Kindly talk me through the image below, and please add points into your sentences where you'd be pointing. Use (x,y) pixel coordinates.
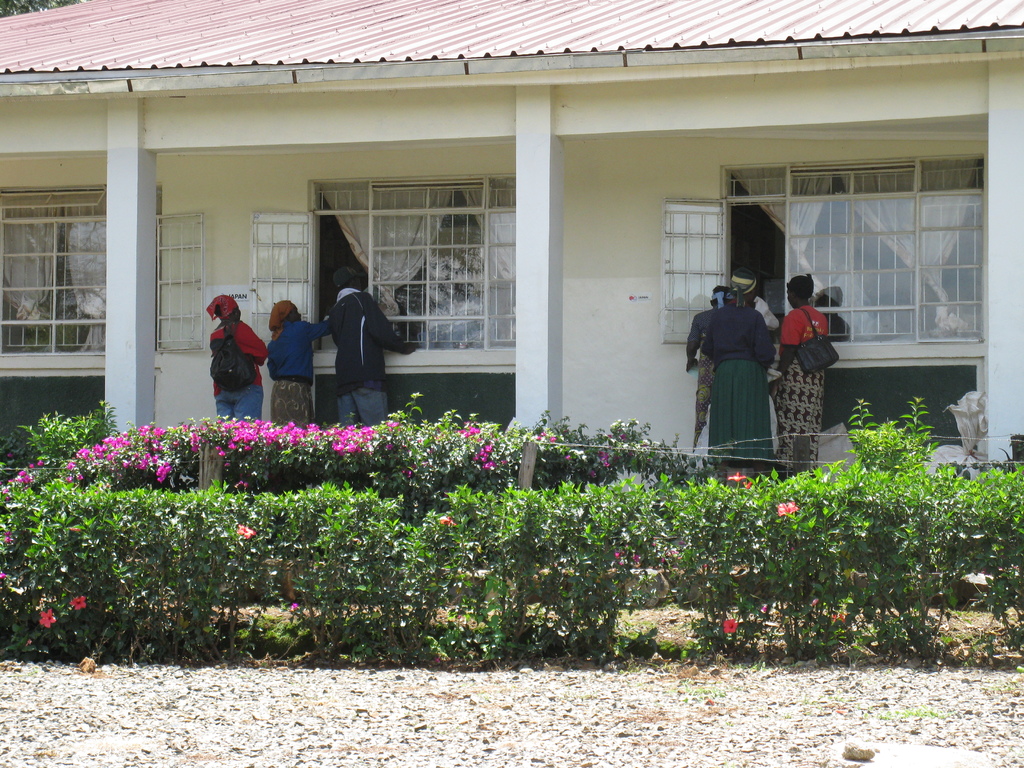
In this image in the center (542,469) there are plants (542,469) and in the background (801,327) there are persons (815,316) standing and there is a building (269,234) and there are windows (918,255), behind the windows (269,234) there are curtains (809,271) which are white in colour.
